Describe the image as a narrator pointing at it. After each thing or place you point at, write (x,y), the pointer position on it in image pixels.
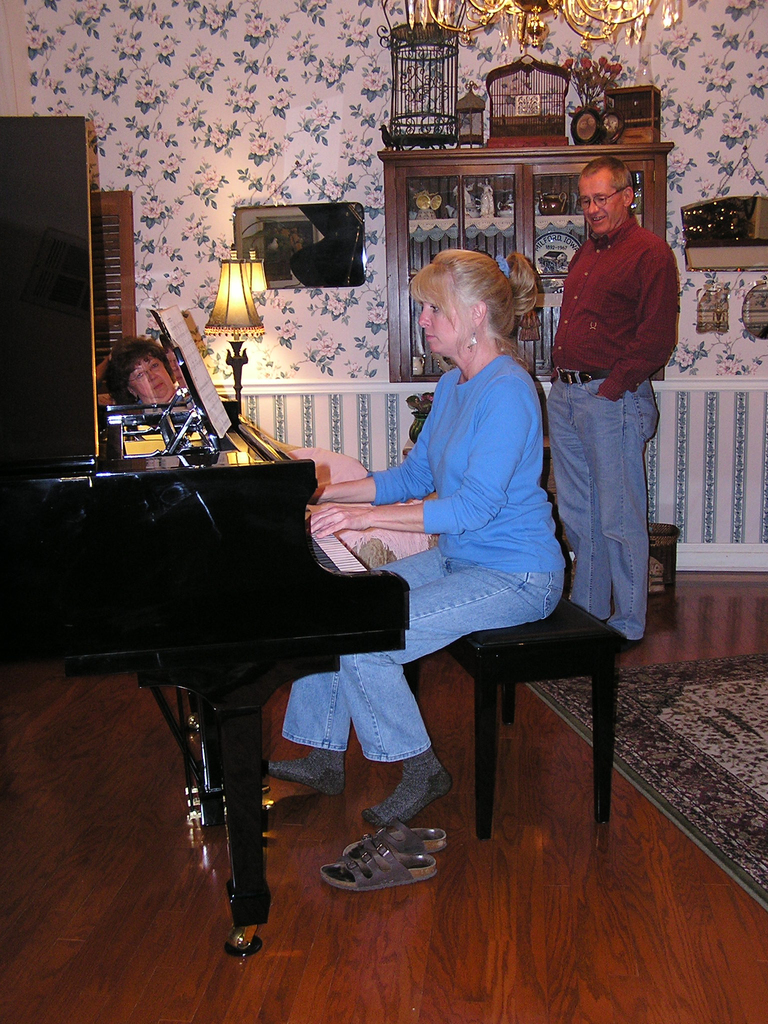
In this image we can see a woman (322,707) wearing blue color t-shirt (451,390) is playing piano (144,538). In the background (117,111) we can see a wall (201,152), lamps (239,306), cupboards (435,218) and a person (613,263) standing.
